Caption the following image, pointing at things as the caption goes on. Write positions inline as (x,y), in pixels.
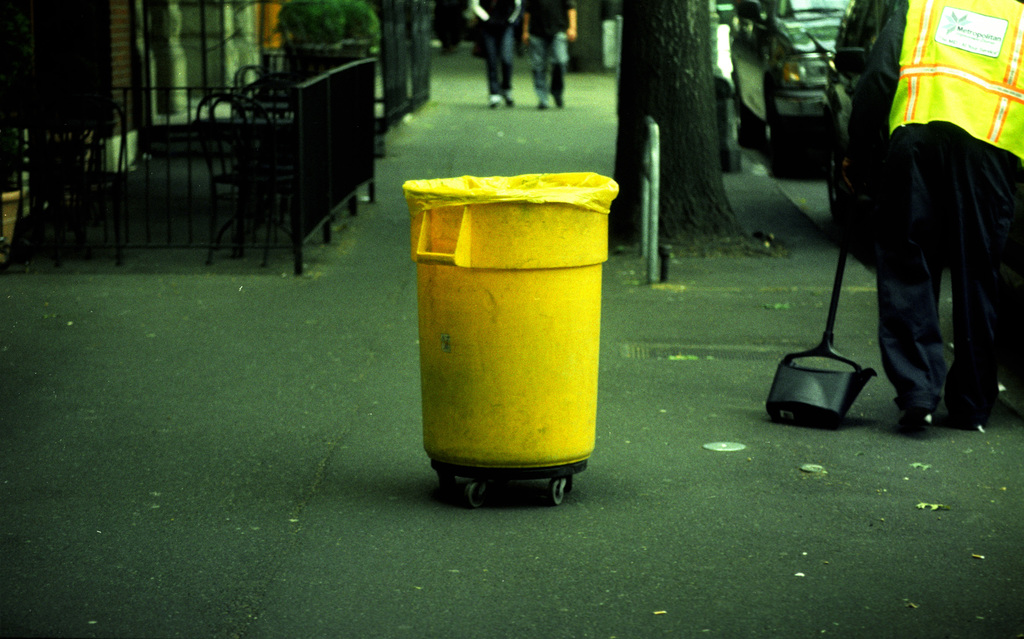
This image is taken outdoors. At the bottom of the image (519,560) there is a road (244,381). In the background (691,83) there is a tree (642,56). There is a plant (356,25). Two persons (508,59) are walking on the road (524,116). A few cars (821,99) are parked on the road (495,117). There is a railing (404,57). In the middle of the image (538,270) there is a dustbin (477,272). On the right side of the image (917,331) a person (895,339) is standing and holding a dustpan (838,280) in the hand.
